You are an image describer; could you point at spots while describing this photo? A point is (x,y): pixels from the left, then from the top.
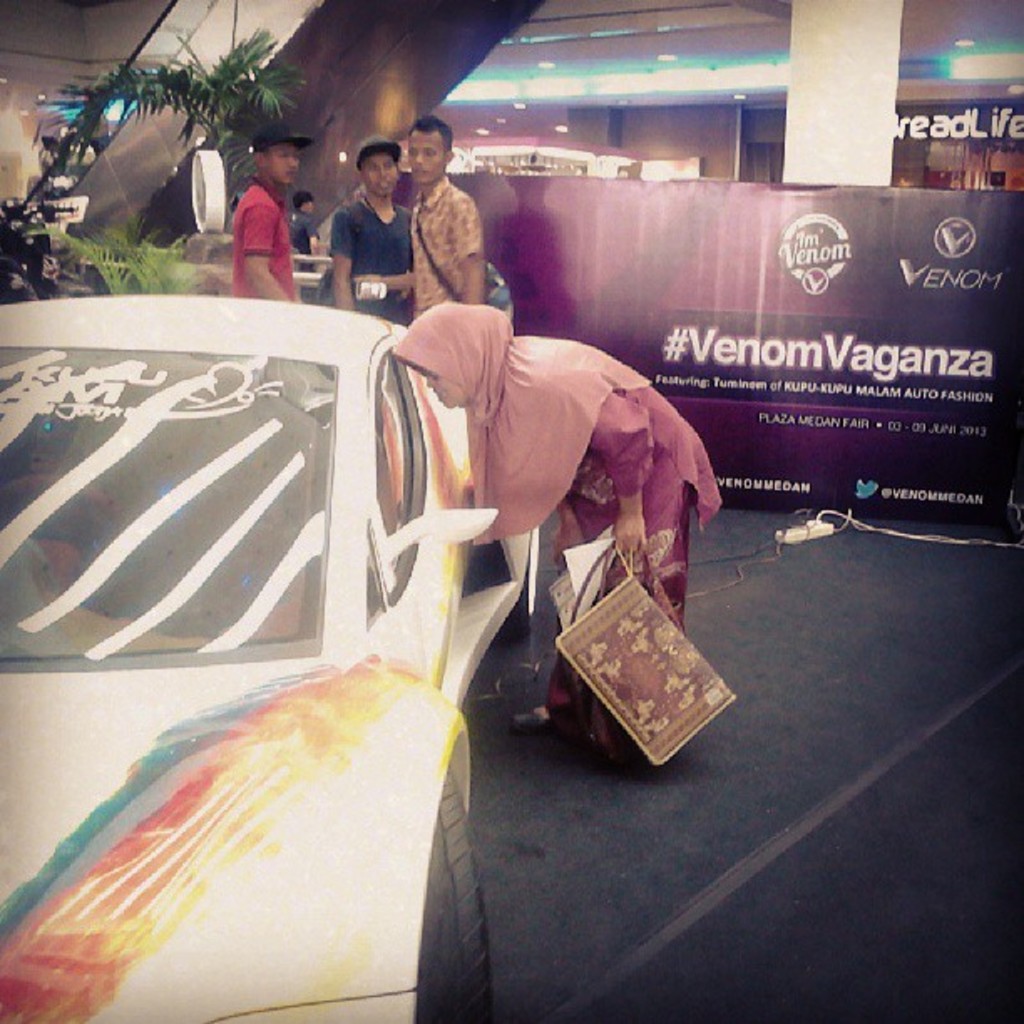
In this image, we can see a vehicle (292,756) on the path (604,920). Beside the vehicle (413,617) there is a woman (556,438) holding some objects (634,649). In the background (839,453), there are banners (757,404), people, house plants (181,274), wires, lights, pillar (837,107), escalator (356,24) and few objects (968,118).
